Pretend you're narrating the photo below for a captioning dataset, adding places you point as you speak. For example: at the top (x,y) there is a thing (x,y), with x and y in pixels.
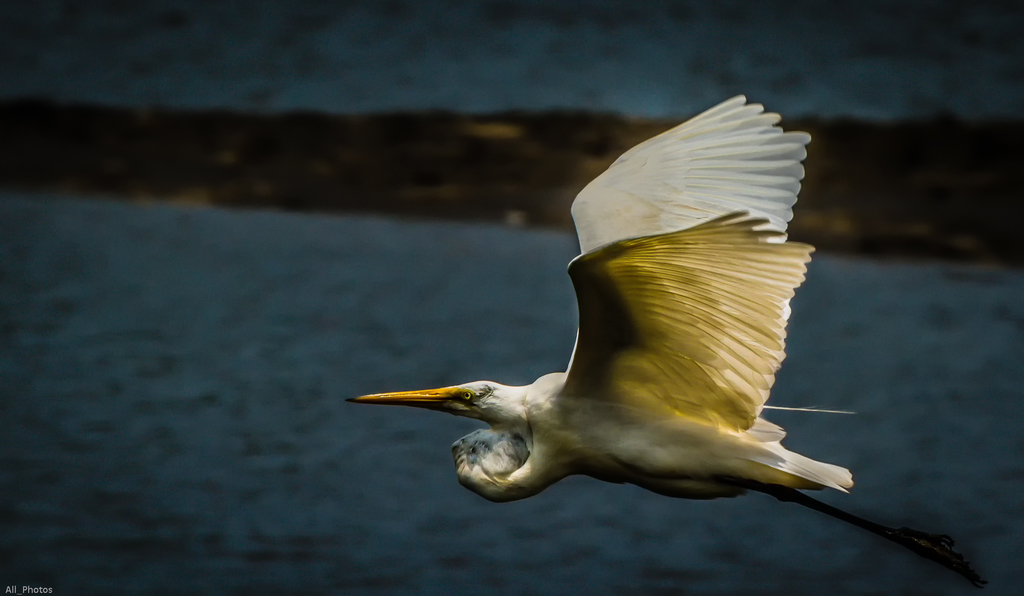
In this image I can see a bird (607,424) which is cream, black, white and grey in color is flying in the air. In the background (458,191) I can see the ground (378,187) and the water (108,333).
